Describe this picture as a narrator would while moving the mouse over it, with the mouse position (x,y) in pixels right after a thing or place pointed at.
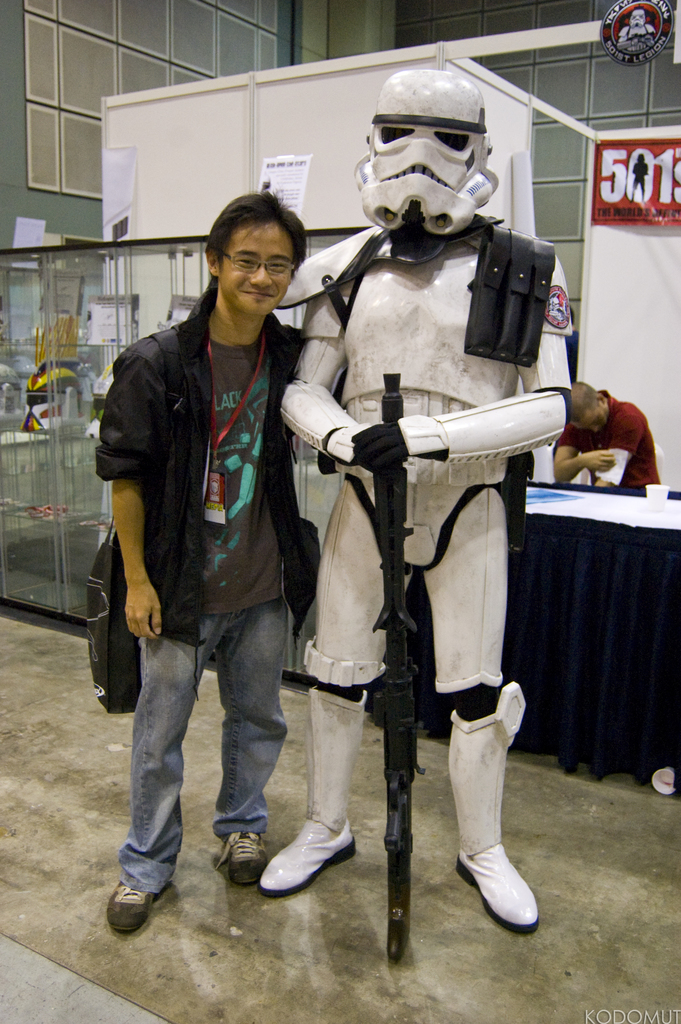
In this image we can see a person (259,506) and beside the person (249,780) it looks like a statue (402,292) and there is a table (582,539) covered with cloth (646,577), a person (639,465) holding an object (625,462), there is a banner (642,216) and few posters (295,184) attached to board (325,163) and there is a glass object (76,303) and a wall (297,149) in the background (138,11).
